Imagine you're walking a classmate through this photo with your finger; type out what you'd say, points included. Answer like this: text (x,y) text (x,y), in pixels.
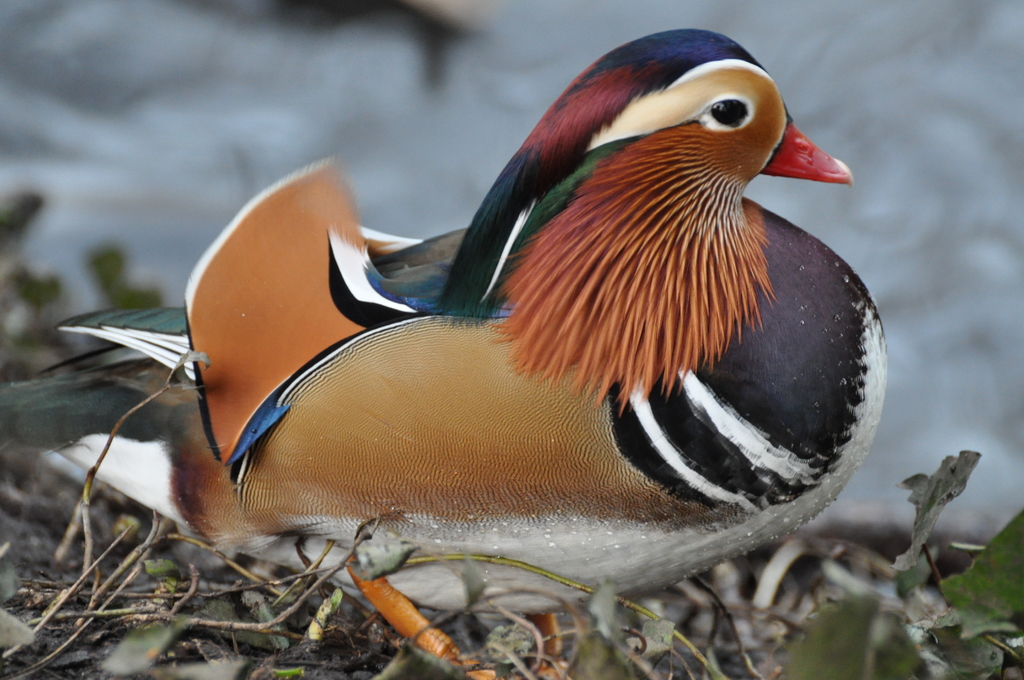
In this image there is a bird (118,450), there are leaves (919,633) truncated towards the bottom of the image (852,634), there is a leaf (1000,546) truncated towards the right of the image (1013,595), there are twigs (113,593), at the background of the image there is an object (443,51) truncated.
